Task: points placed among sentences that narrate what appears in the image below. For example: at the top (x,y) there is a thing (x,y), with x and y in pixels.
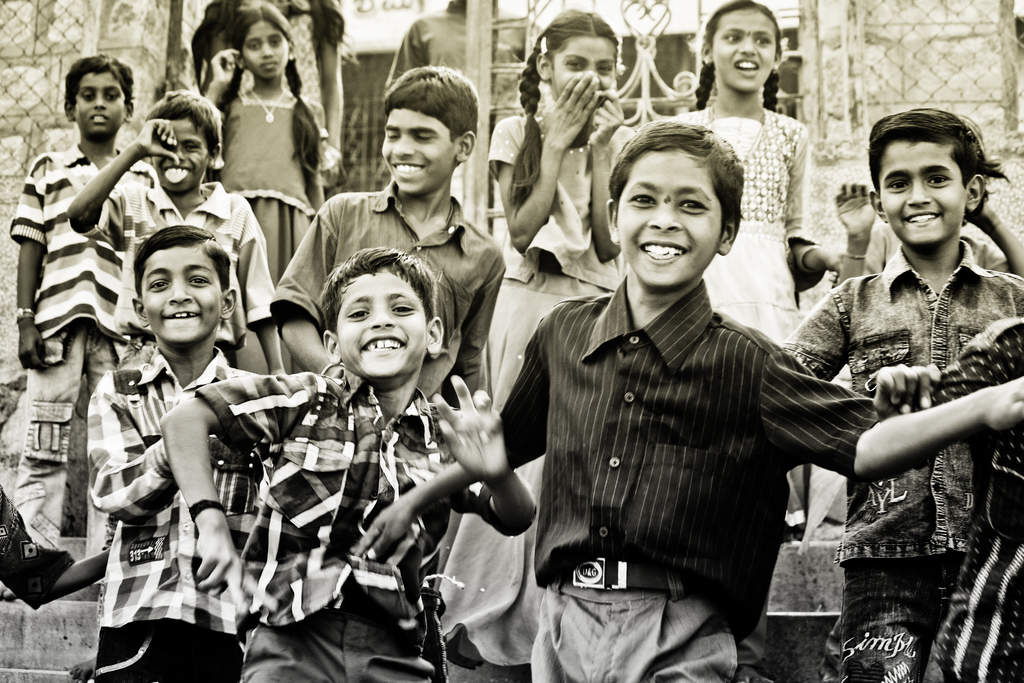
This is a black and white picture. Here we can see few children (582,415) and they are smiling. In the background (38,211) we can see wall (887,78), mesh (897,42), board (348,42), and people (322,48).
